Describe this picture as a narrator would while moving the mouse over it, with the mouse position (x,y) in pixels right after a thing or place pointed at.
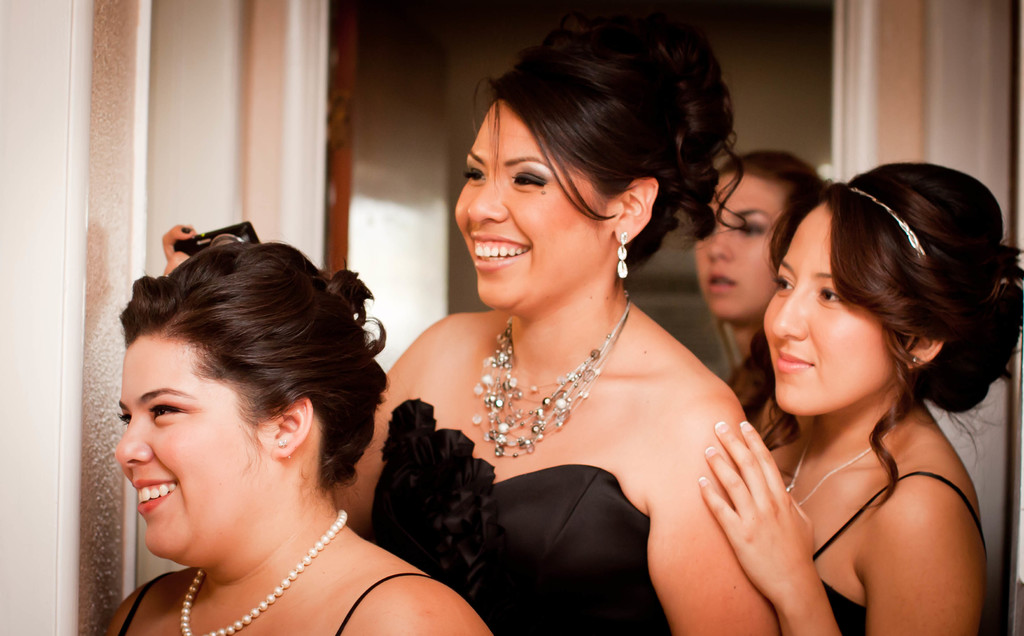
There are women (846,297) in black color dresses (552,549) smiling and standing near a white wall (202,177). In the background (754,179), there is another woman (735,320) standing and there is white wall (439,228).
